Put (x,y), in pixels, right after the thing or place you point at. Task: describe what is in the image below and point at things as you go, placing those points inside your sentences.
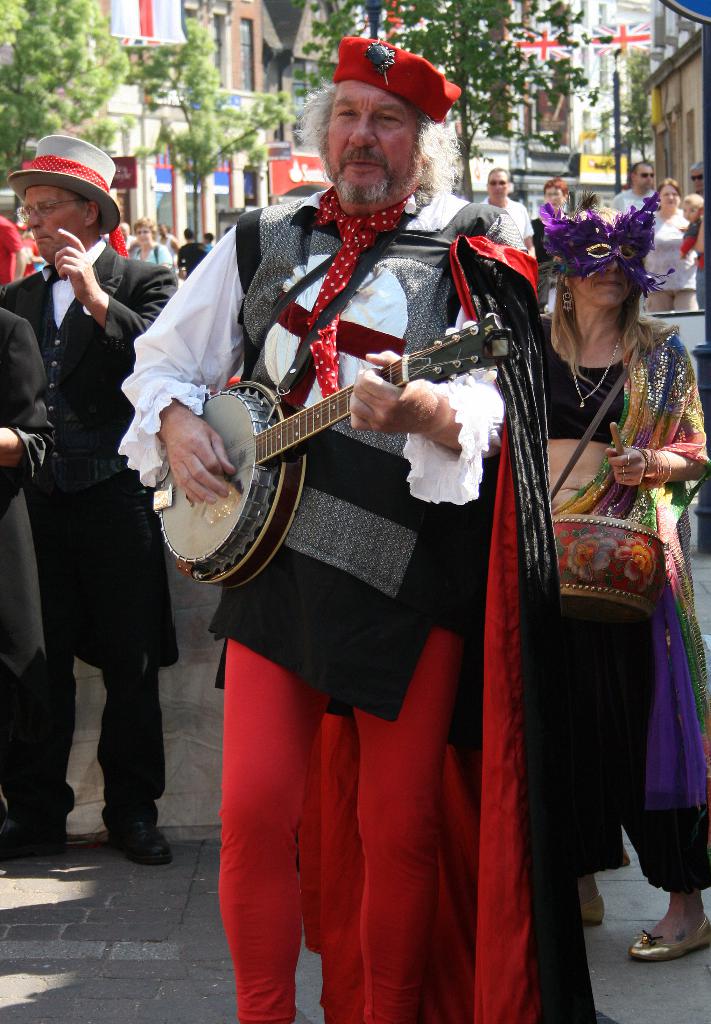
In the picture we can see some people (336,723) are standing on the road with different costumes (265,723) and they are playing a musical instrument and behind them we can see some trees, buildings (213,232).
